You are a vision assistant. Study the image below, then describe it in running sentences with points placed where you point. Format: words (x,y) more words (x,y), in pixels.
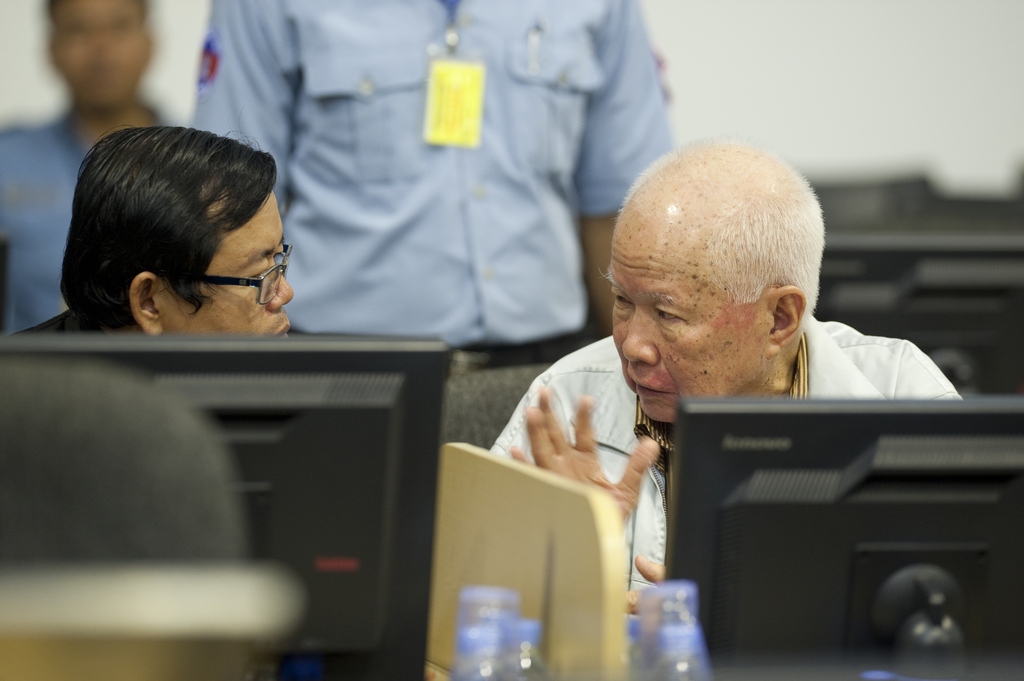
In this image in the foreground (572,377) there are two people (175,331) sitting, in front of them there are computers (959,551), bottles (632,625), and board (550,535). And in the background (358,76) there are two people (318,80) standing, and there are some computers (863,262) and wall (736,75).
